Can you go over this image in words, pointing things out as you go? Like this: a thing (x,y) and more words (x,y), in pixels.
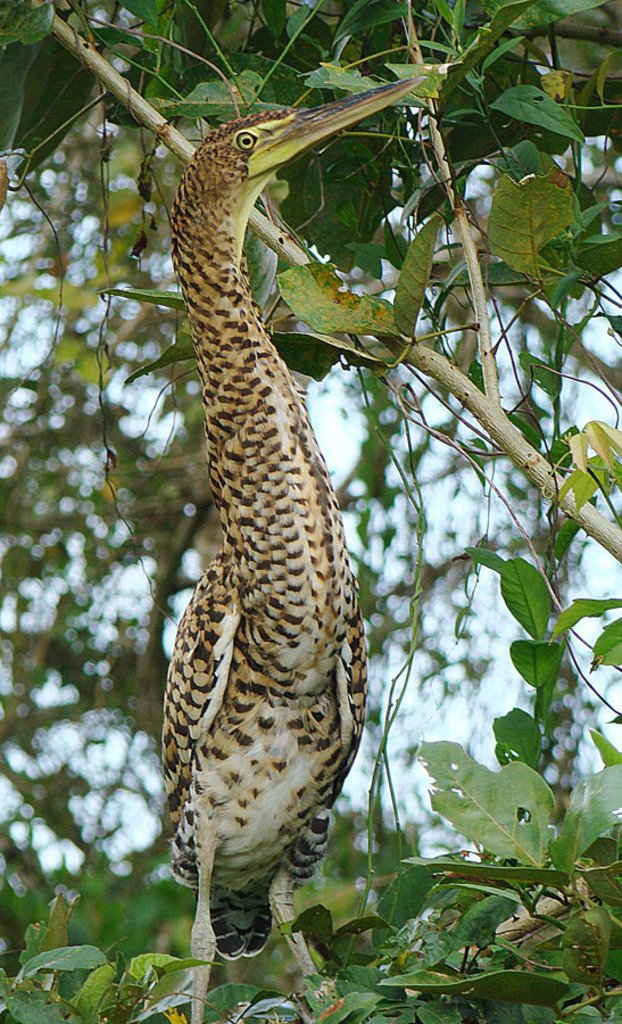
In this image we can see a bird (326,570), there are trees (483,560) and the sky (488,582) in the background (387,469).
